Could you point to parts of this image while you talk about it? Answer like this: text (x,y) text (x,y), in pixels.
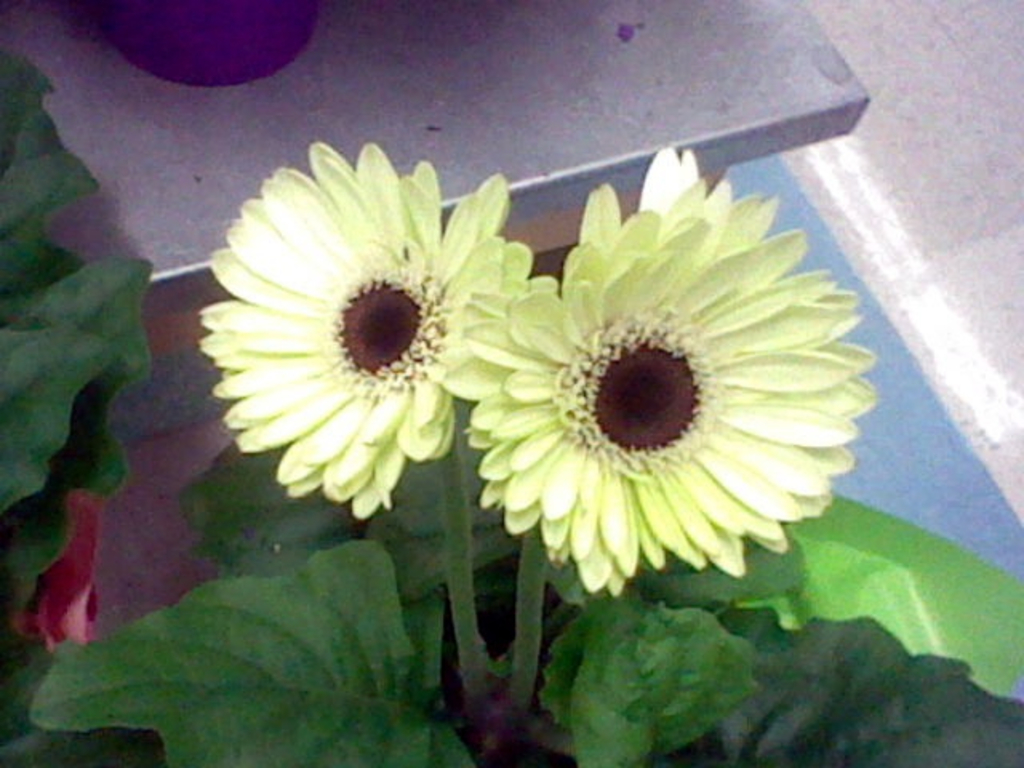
In this picture I can see flowers (473,400) and plants (715,619) in the middle (429,463).
